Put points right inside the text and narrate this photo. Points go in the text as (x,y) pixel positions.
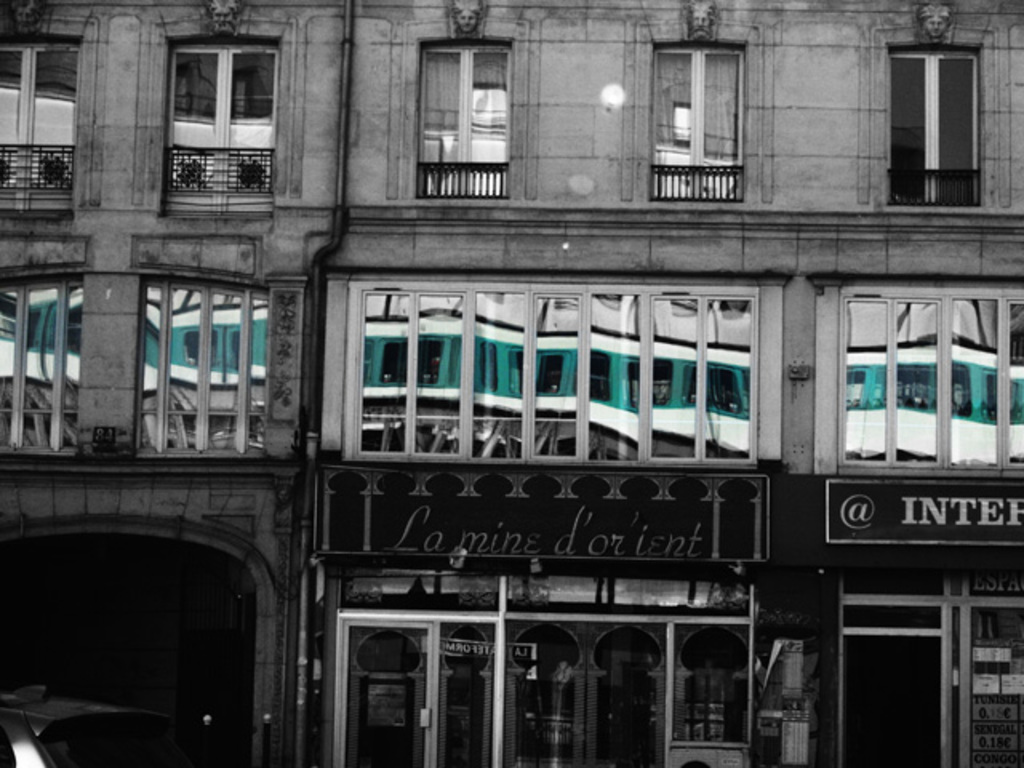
In this picture we can see a building (652,123), there are glasses (681,625) and a board (689,532) at the bottom (912,514), we can see some text (936,512) on this board (703,550).
